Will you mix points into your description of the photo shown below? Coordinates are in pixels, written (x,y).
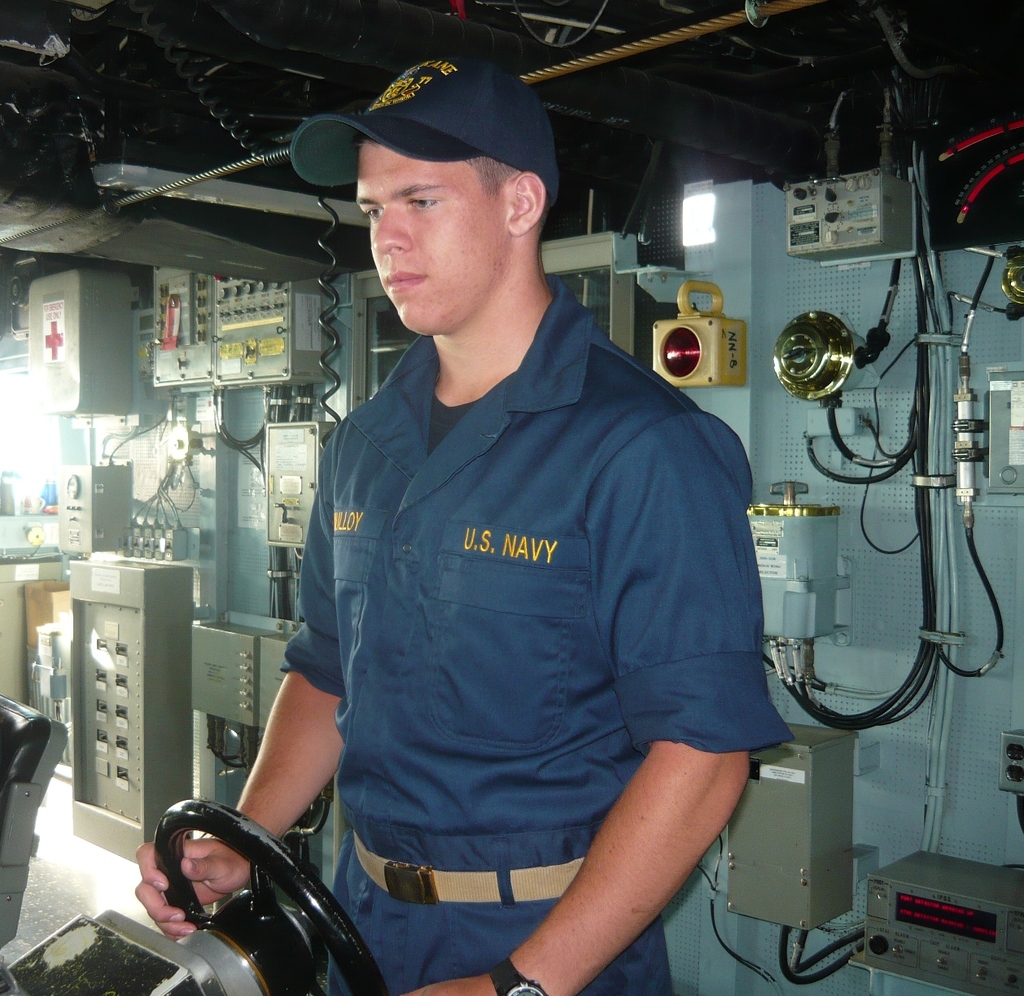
In this image, I can see the man (505,819) standing. He wore a shirt (528,819), trouser (483,925), belt (461,898), wrist watch (526,985) and a cap (442,143). This looks like a steering wheel (323,901). These are the machines (255,365). I think this is inside the vehicle (489,34). Here is a wire (253,158).
